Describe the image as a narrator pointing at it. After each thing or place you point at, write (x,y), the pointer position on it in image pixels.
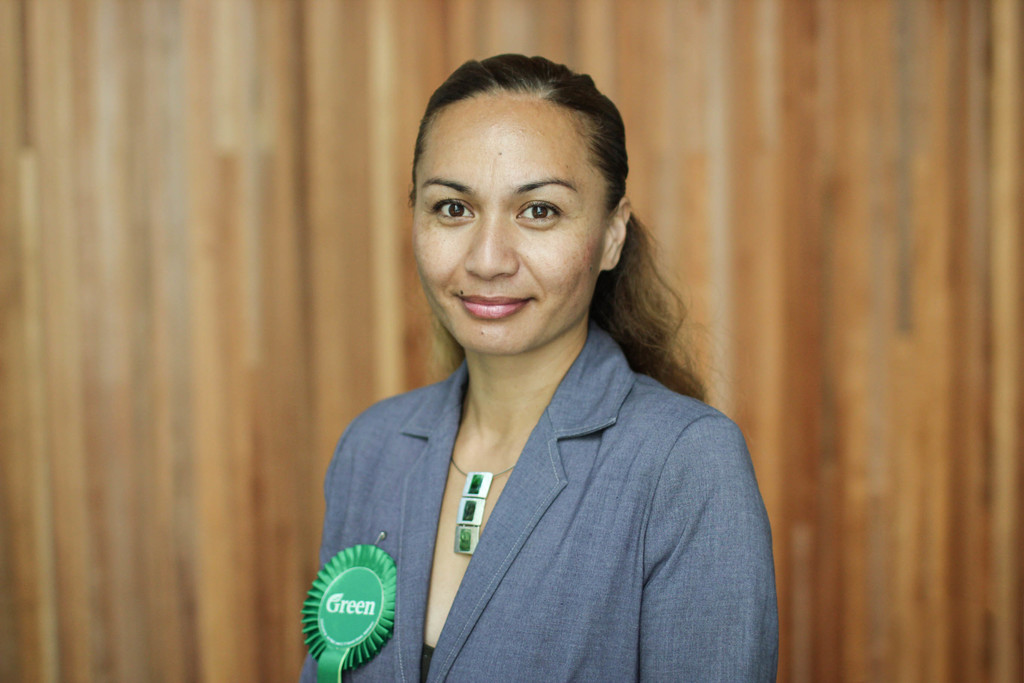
In this image I can see a woman (555,355). I can see the green badge (348,618). I can also see the background (168,332) is brown in color.
